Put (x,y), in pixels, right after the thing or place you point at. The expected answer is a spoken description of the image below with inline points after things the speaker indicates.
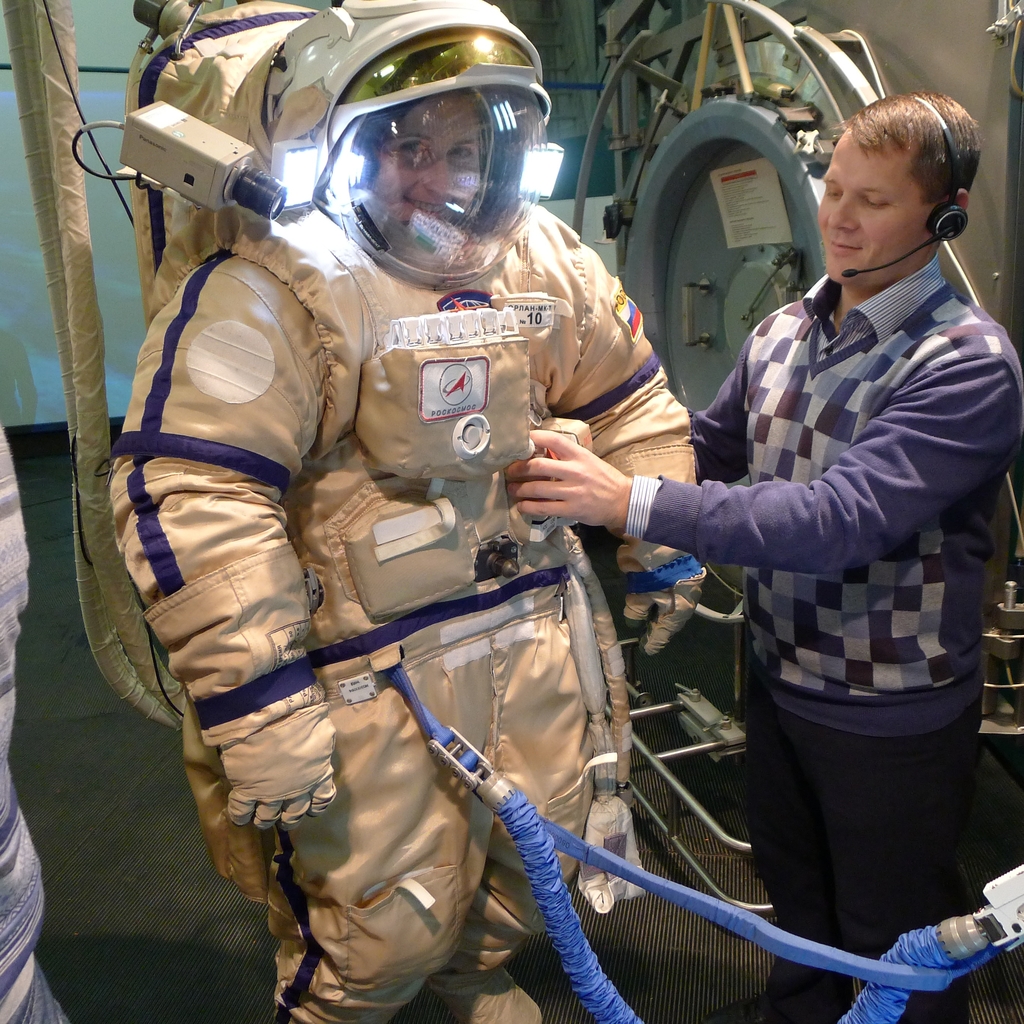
In this picture there is an astronaut (329,312) in the center of the image (521,344) and there is another man (933,202) who is standing on the right side of the image (854,342).
